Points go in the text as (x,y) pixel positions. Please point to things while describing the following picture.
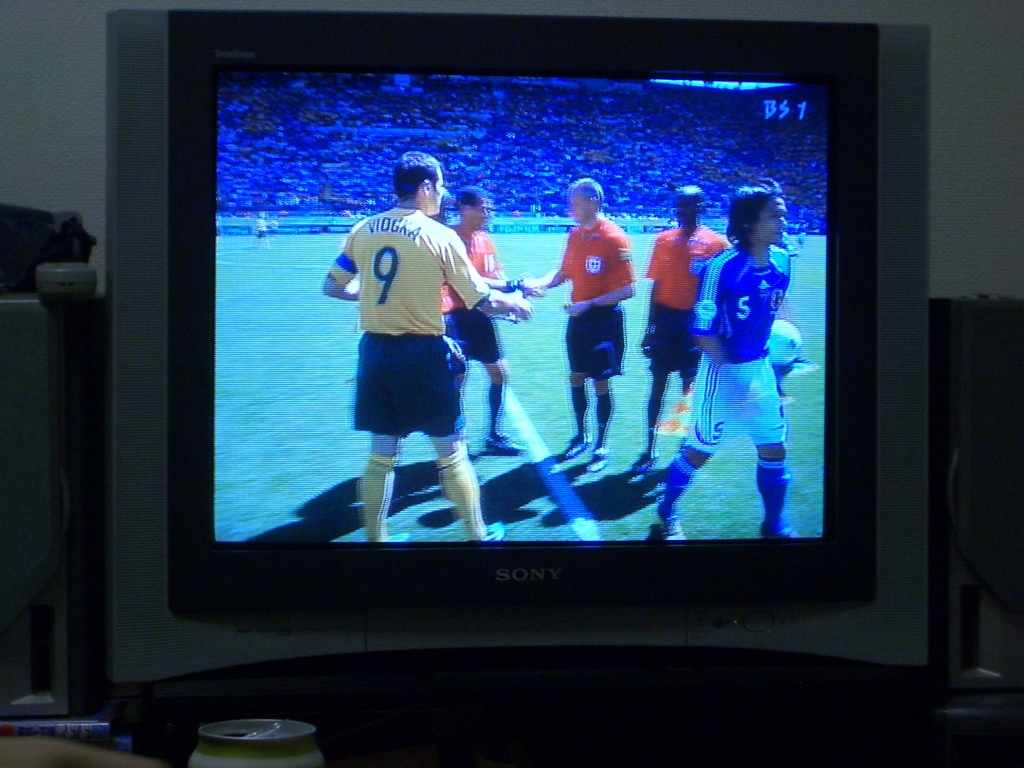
In this image I can see a television (229,377) and on its screen (619,241) I can see few people (777,454) are standing on the ground (805,498). I can also see one of them is holding a ball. On the bottom side of this image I can see a can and a blue color thing (24,724). On the both sides of the image I can see two speakers (51,400) and on the left side (88,265) I can see a white color thing (89,272) on the top of the speaker (22,352).
